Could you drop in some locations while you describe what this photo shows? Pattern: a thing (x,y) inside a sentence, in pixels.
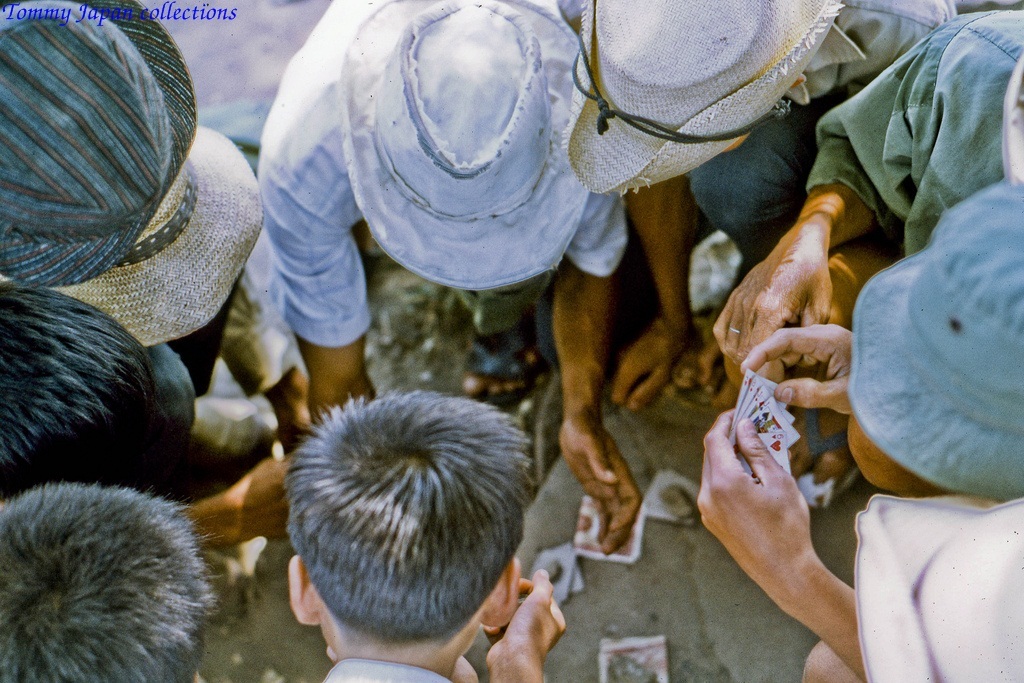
In this picture I can see few persons (618,250) in front (1002,357) and I see that this person (885,396) on the right bottom (789,517) is holding cards (761,409) and I see that these persons (323,122) on the top of this image (477,75) are wearing hats (412,68) and I see the watermark (103,14) on the top left corner (69,17).
